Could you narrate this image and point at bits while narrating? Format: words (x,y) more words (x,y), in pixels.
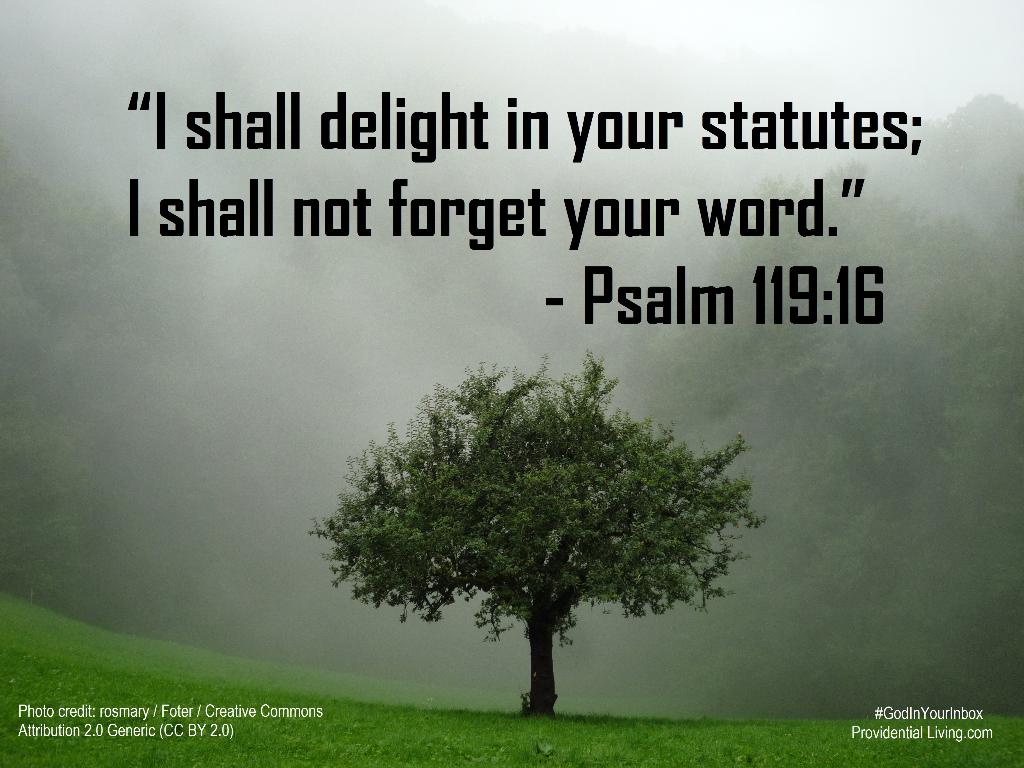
This image is a poster. At the bottom of the image (174,764) there is a ground (183,683) with grass (612,745) on it. At the top of the image (847,147) there is a quote (897,136). In the middle of the image (526,437) there is a tree (636,535).
